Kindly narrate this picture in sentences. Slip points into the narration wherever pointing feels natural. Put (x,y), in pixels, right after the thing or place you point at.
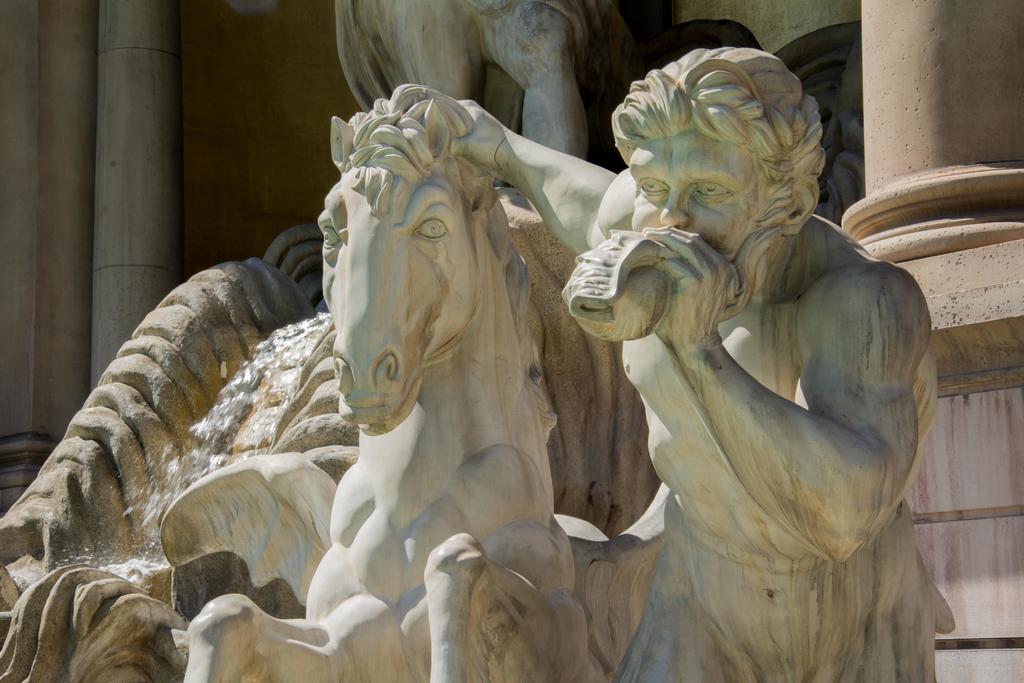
This looks like a sculpture (506,598) of the man (759,593) and the horse (404,476). I can see the water (251,429) flowing. These are the pillars (160,99). These sculptures (750,385) are white in color.
